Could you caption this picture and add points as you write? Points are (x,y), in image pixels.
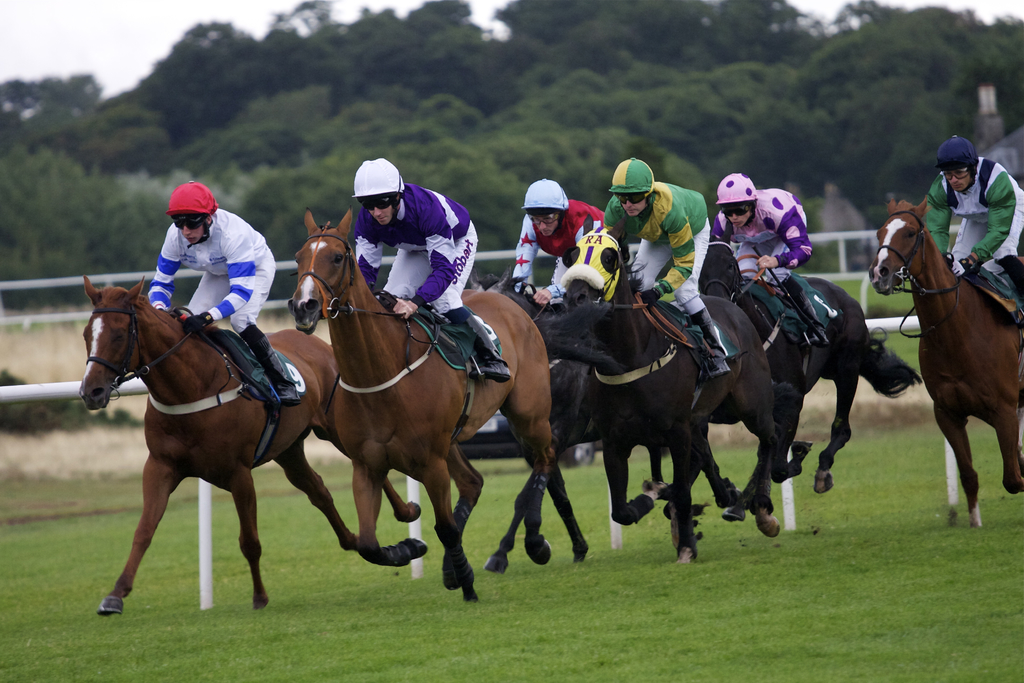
In this picture we can see some people (245,273) riding horses (611,233), at the bottom (659,606) there is grass (700,568), these people (982,192) wore helmets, in the background (825,44) there are some trees (671,139).
